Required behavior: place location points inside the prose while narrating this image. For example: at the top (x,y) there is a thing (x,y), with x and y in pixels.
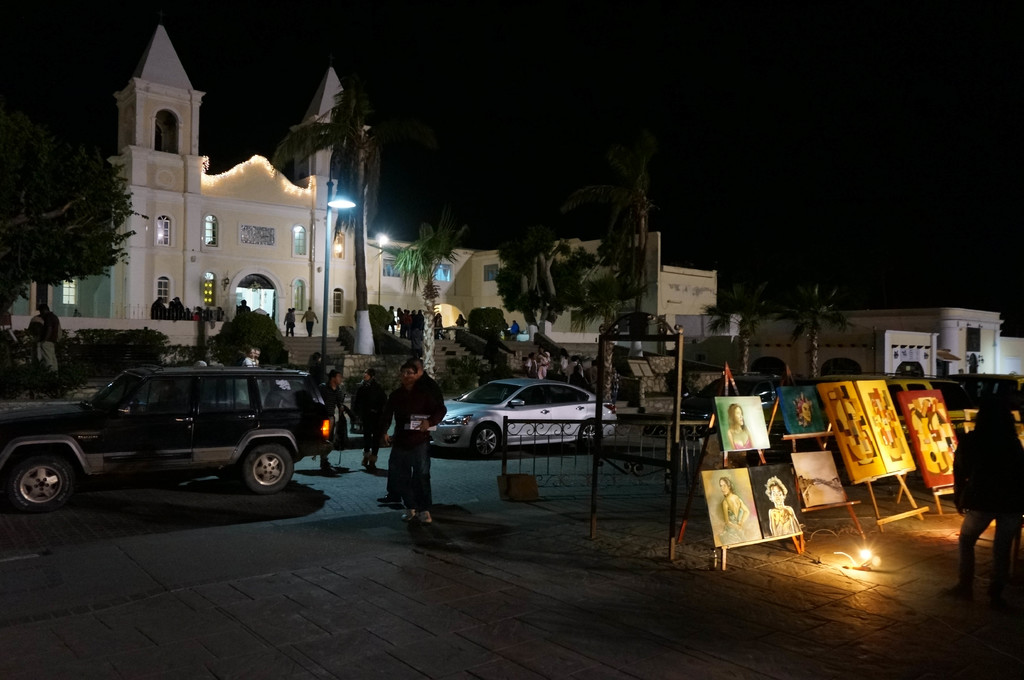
In the picture we can see a path (537,638) with tiles (514,633) and on it we can see some paintings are placed on the stands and behind it we can see a railing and near it we can see some people (399,455) are standing and we can see some cars (206,456) and behind it we can see a building (280,283) and some people (197,318) are walking through it and besides we can see some other buildings (771,354) and trees (811,337) near it.
